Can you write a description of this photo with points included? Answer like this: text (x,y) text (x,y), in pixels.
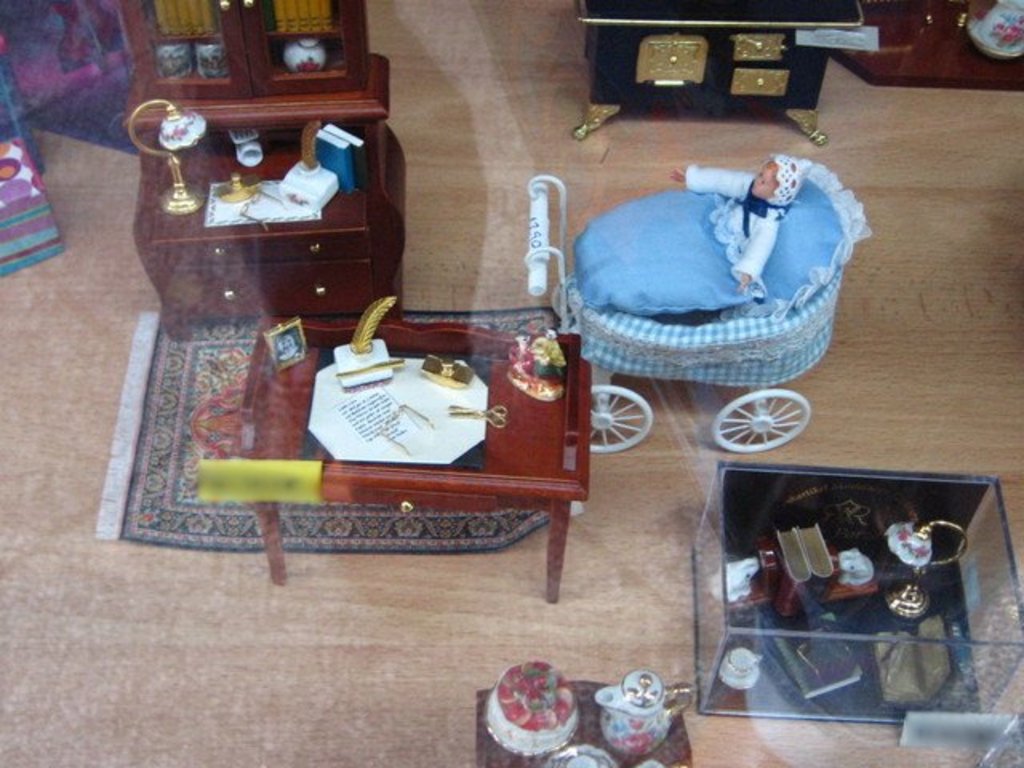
In the foreground (868,54) we can see a glass (807,626), inside the glass (789,627) there are many objects (770,66) looking like toys (268,175). Like stroller (669,197), baby (719,186), table (469,415), papers (455,448), jars (631,717), boxes (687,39), cupboard (233,163), mat (178,426), floor (909,251) and various objects (790,534).
